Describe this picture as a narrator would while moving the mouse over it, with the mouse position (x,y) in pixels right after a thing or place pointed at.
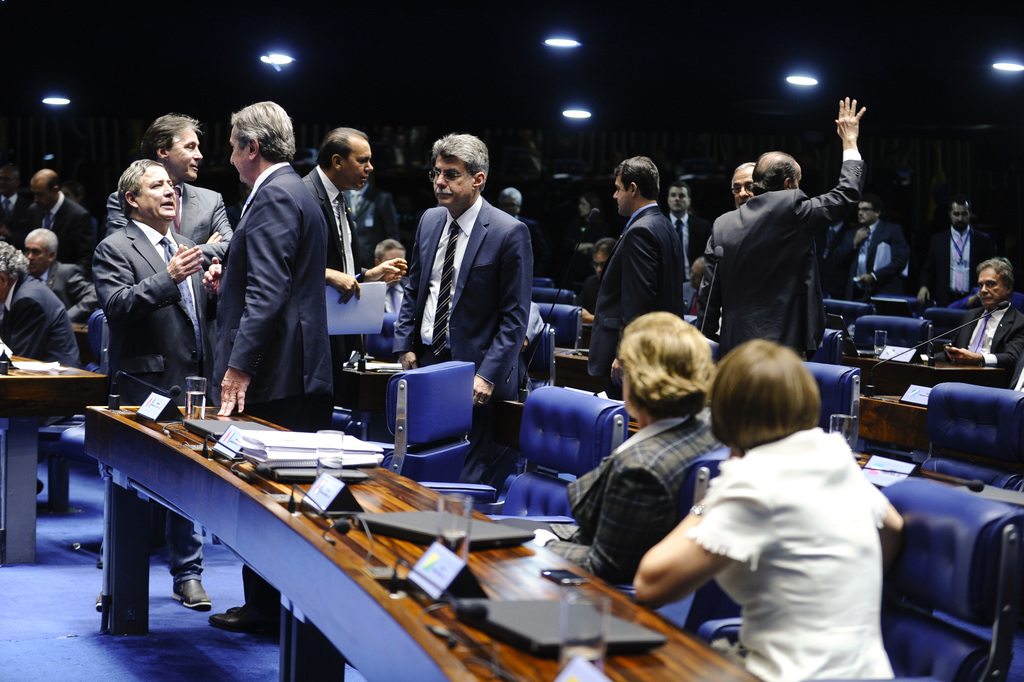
This image consists of many people (329,359). It looks like a conference hall (675,389). There are many chairs (924,651) and tables (444,681). The chairs (924,651) are in blue color. In the front (373,504), there are laptops (280,477) kept on the table (312,515) along with the glasses (454,513) and nameplates (564,680). In the middle (476,337), the men (239,248) are wearing suit (281,313). At the bottom (99,636), there is a floor (87,640).
